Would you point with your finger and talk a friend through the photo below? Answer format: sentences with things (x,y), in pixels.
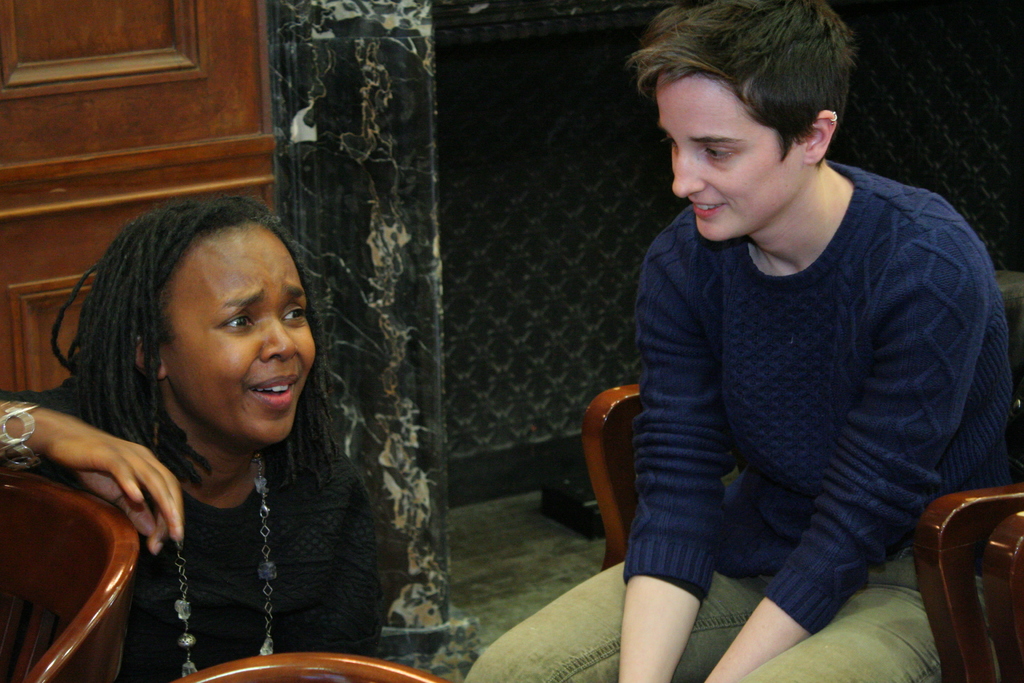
As we can see in the image there are two peoples (191,316) and chairs (1002,562).
